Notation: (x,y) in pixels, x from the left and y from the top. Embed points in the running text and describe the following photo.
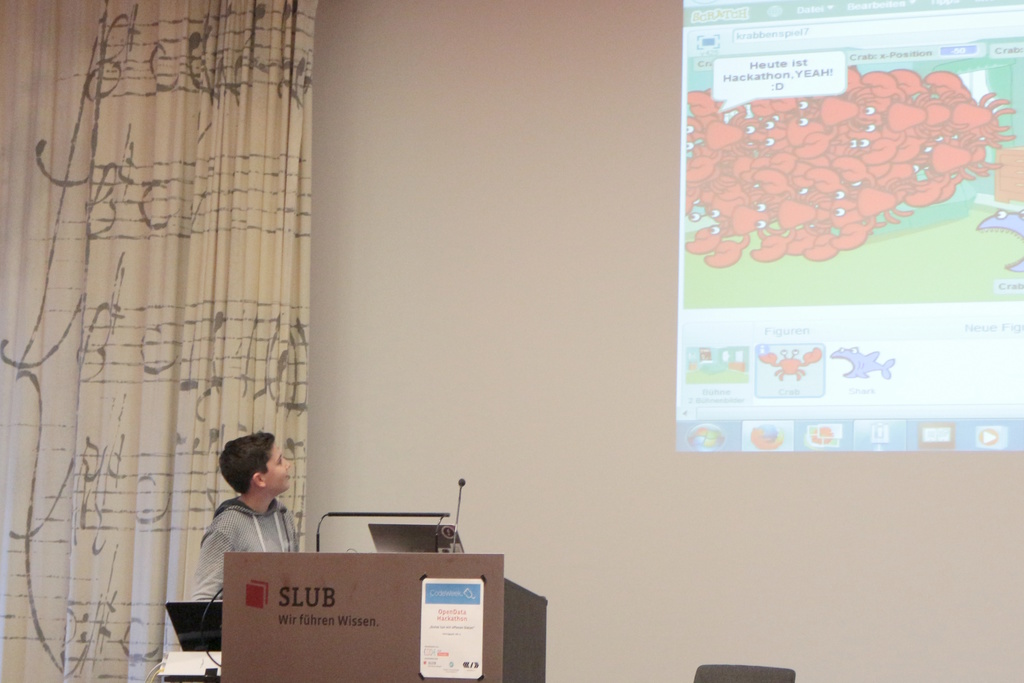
In this image, we can see a projection (700,292) on the wall (314,413). There is a curtain (124,281) on the left side of the image (239,310). There is a kid (238,505) and podium (321,609) at the bottom of the image (473,629).
